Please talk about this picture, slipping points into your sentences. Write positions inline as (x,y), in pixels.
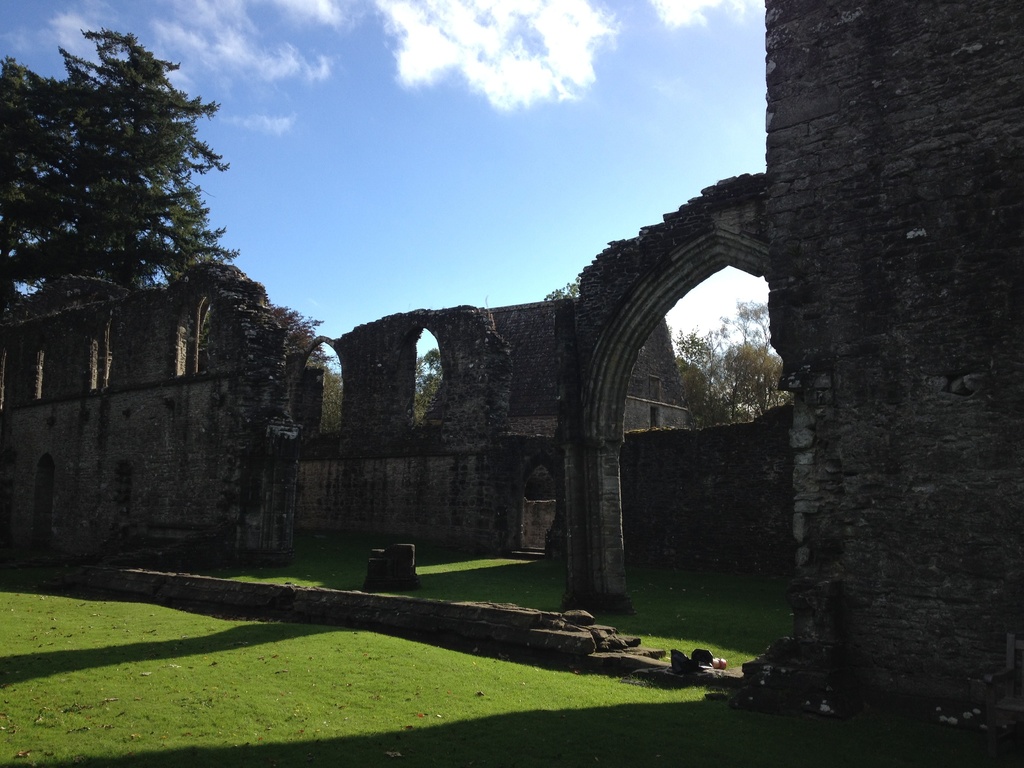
In this image we can see the walls (613,389). Behind the walls (624,326) we can see the trees (692,367). At the top (485,161) we can see the sky (587,4). At the bottom (309,652) we can see the grass (533,676).
